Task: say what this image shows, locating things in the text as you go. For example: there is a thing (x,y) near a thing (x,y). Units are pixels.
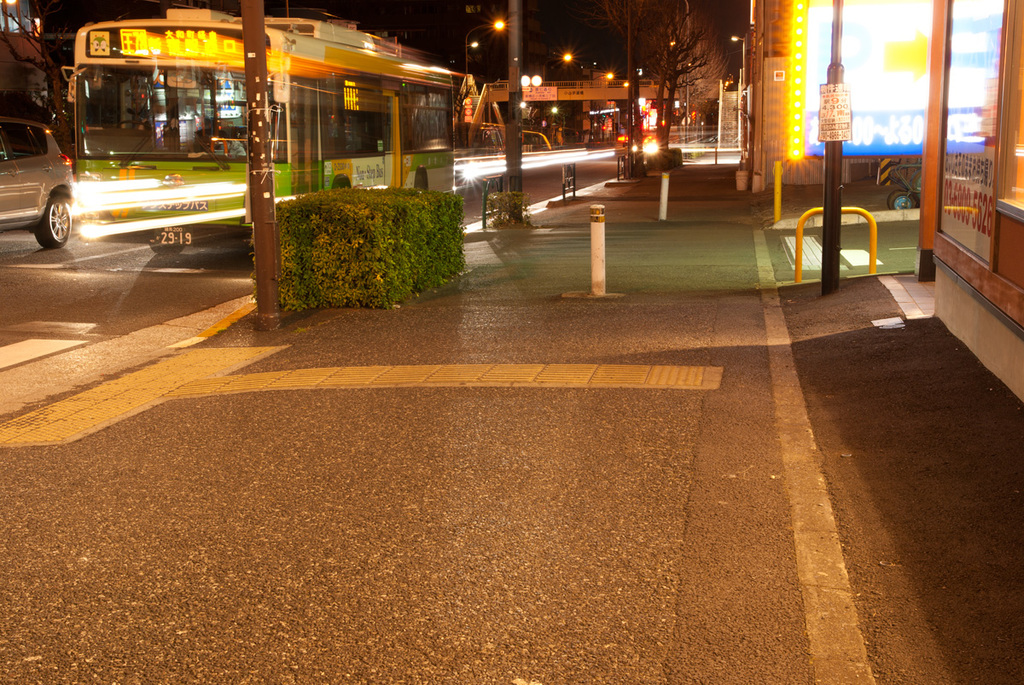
On the left side of the image (154,119) I can see a bus (171,85). At the bottom of the image (372,507) I can see the road (80,362). In the middle of the image (386,261) I can see a hedge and trees (717,56). In the background (862,6), I can see the lights (608,124).
